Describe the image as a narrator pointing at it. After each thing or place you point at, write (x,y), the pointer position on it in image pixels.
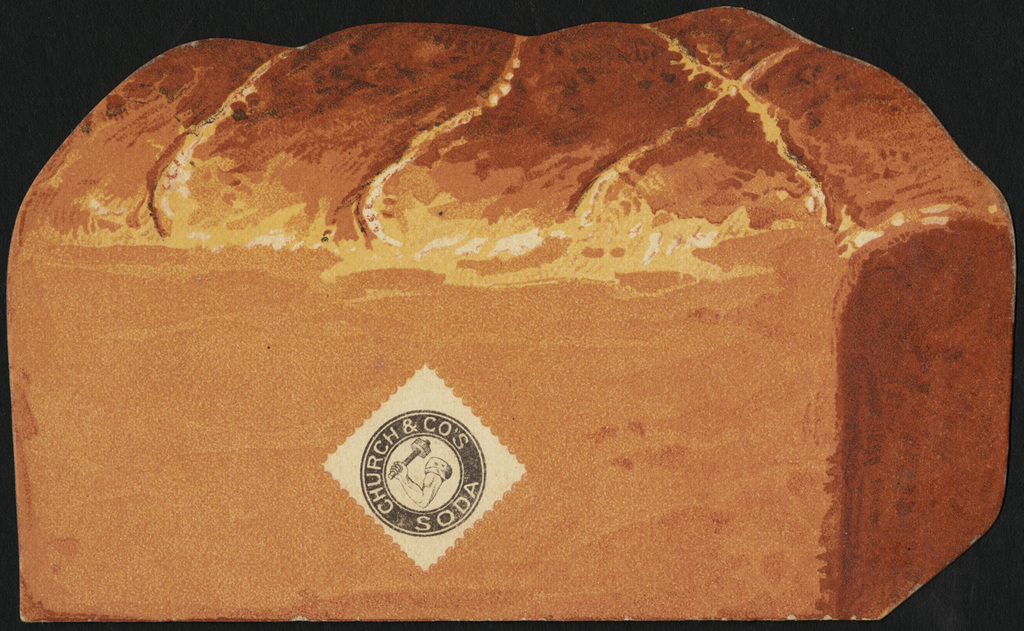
In this picture we can see a sticker (422,383) on an object (215,200) and in the background (180,21) it is dark.
